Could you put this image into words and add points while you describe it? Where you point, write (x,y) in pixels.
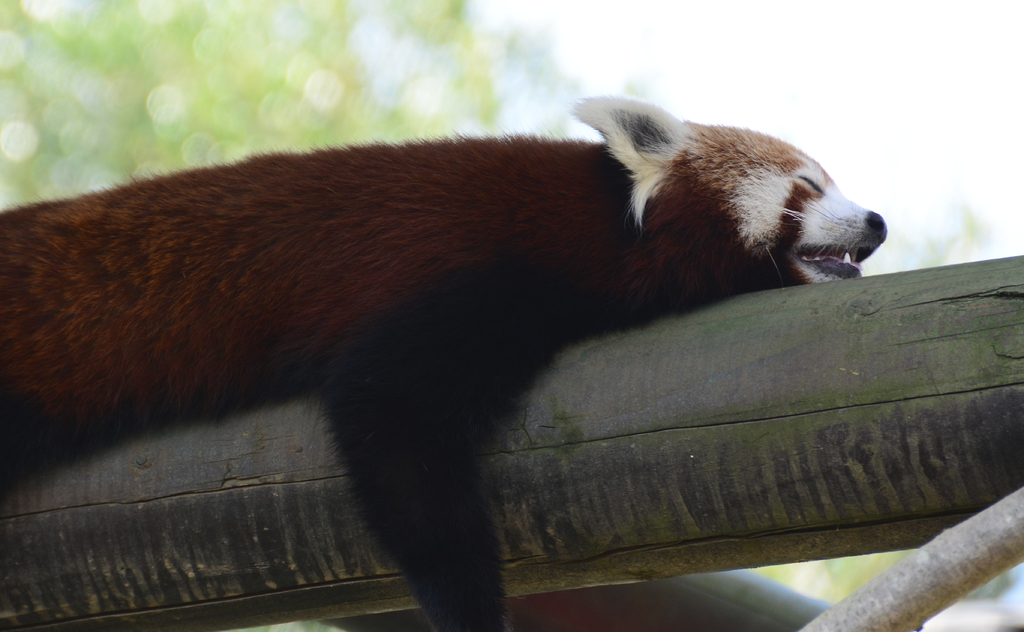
In this image we can see a red panda (612,277) lying on a wooden log (534,508). We can also see a branch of a tree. On the backside (382,114) we can see a tree (377,101) and the sky (843,147).
